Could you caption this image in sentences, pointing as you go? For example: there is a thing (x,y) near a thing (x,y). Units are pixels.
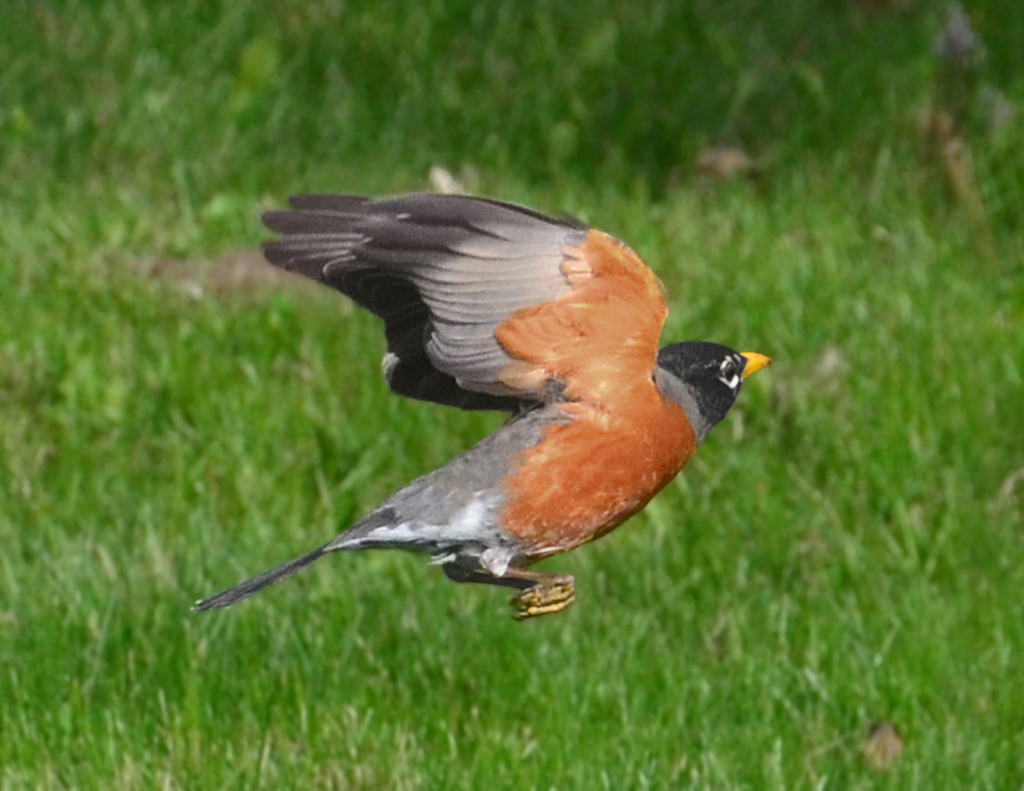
This picture shows a bird (395,327) flying and grass (925,447) on the ground (655,558). The bird (594,450) is black and orange in color.
